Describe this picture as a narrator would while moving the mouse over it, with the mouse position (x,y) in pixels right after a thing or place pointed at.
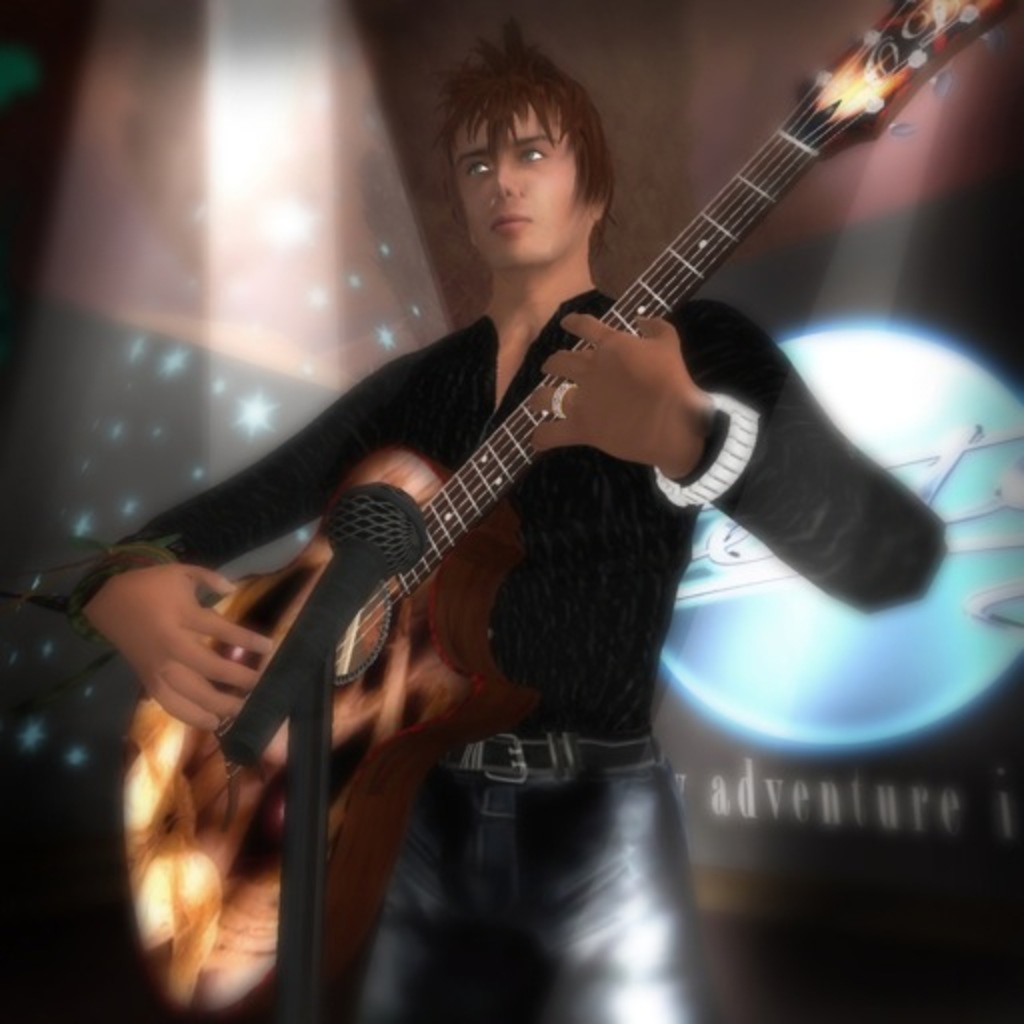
In this image I can see the animated picture and I can also see the person (632,850) standing and holding the musical instrument (138,804). In the background (969,499) I can see few lights (240,134).
